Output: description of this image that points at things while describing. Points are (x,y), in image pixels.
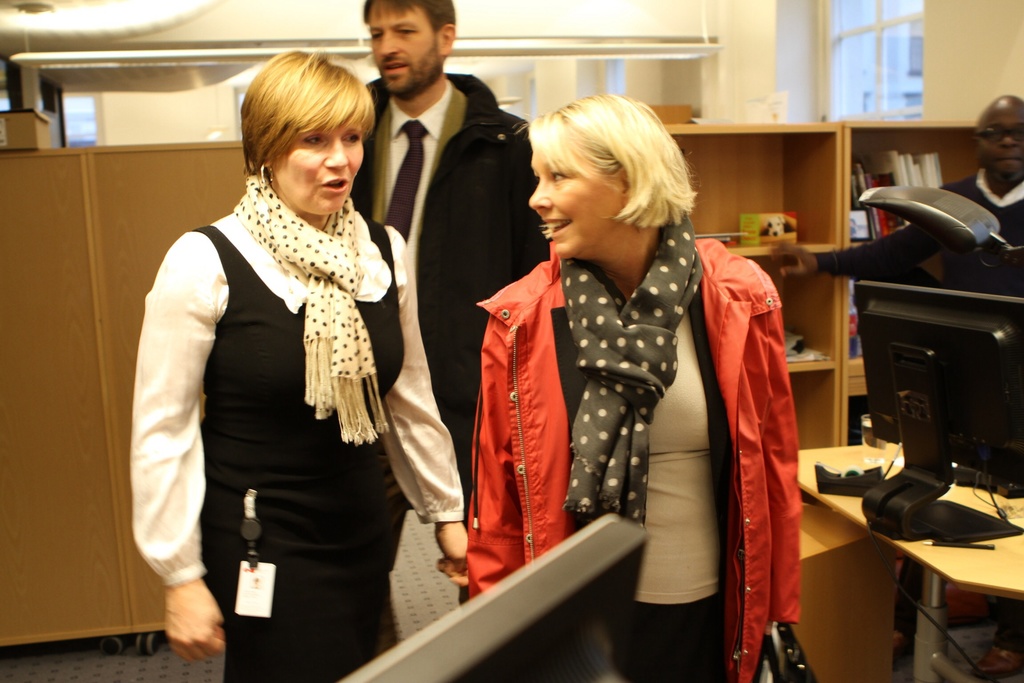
In this image, we can see some people (455,183) standing, at the right side (966,425) there is a black color monitor (930,412) on the table (1011,549), in the background (853,185) there are two racks (794,184).
